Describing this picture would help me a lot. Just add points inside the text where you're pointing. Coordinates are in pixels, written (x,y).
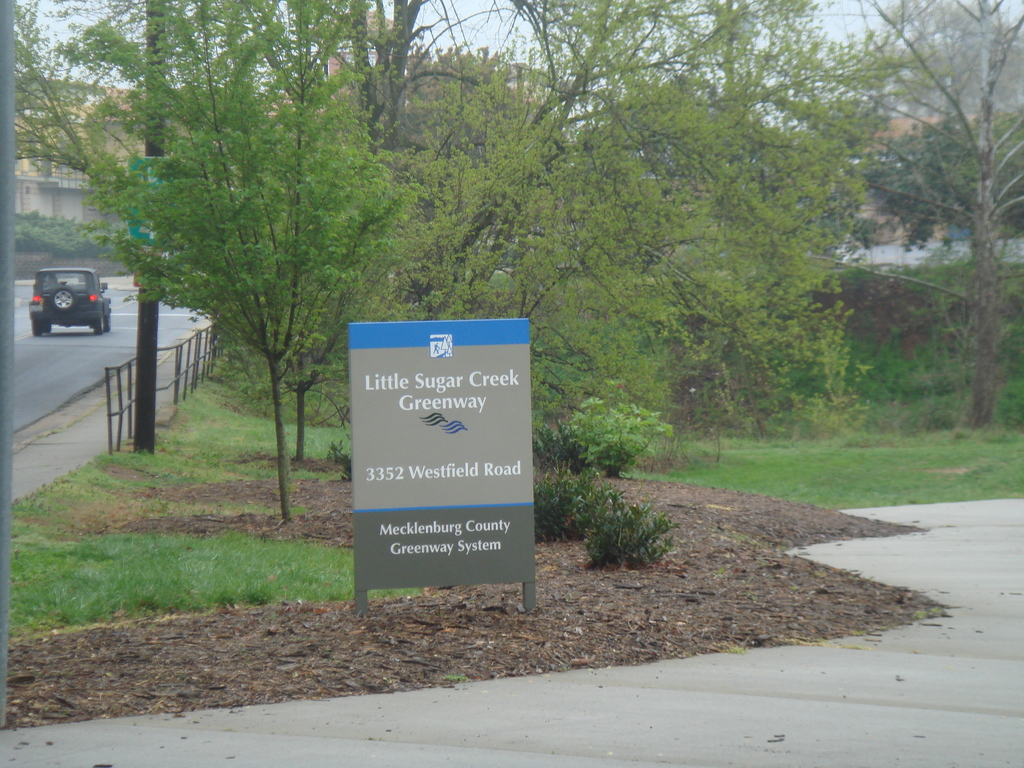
In this picture there is a board (446,538) in the foreground (358,371) and there is text (399,470) on the board (446,476). At the back (599,256) there are trees (537,204) and buildings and there is a vehicle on the road (32,338) and there is a railing (127,419) and there are poles (146,345) and there is a board (142,234) on the pole (152,334). At the top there is sky (391,12). At the bottom (814,640) there is a road (450,695) and there is ground (55,510) and grass (237,575) and there are dried leaves (573,614).
